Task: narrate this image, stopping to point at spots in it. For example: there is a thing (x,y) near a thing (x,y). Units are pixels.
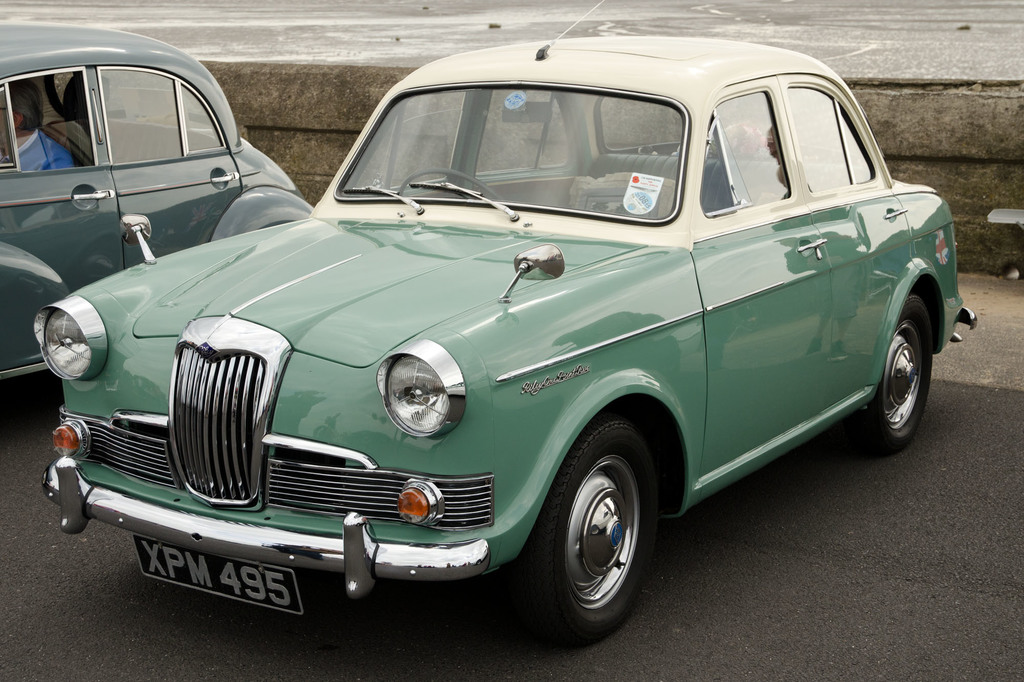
In this image we can see the cars (432,330). On the left side (21,123), we can see a person (23,159) inside the car (54,171). In the foreground (166,555) we can see a number plate (165,570) attached to the car (224,445). Behind the cars (237,586) we can see the wall (321,111).
